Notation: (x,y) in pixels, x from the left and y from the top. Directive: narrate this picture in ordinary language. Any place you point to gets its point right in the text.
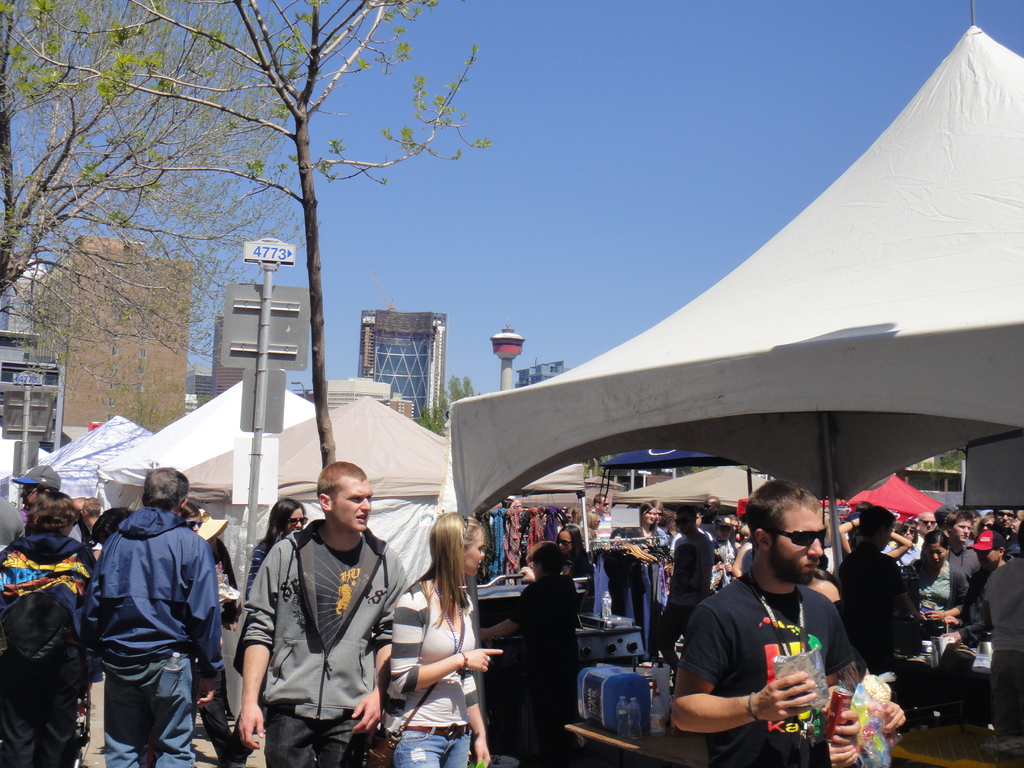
In the picture we can see number of people (116,618) are standing and some are buying something under the shed (488,441) and in the background (424,397) we can see some buildings (178,393), trees (62,293) and sky (374,204).
